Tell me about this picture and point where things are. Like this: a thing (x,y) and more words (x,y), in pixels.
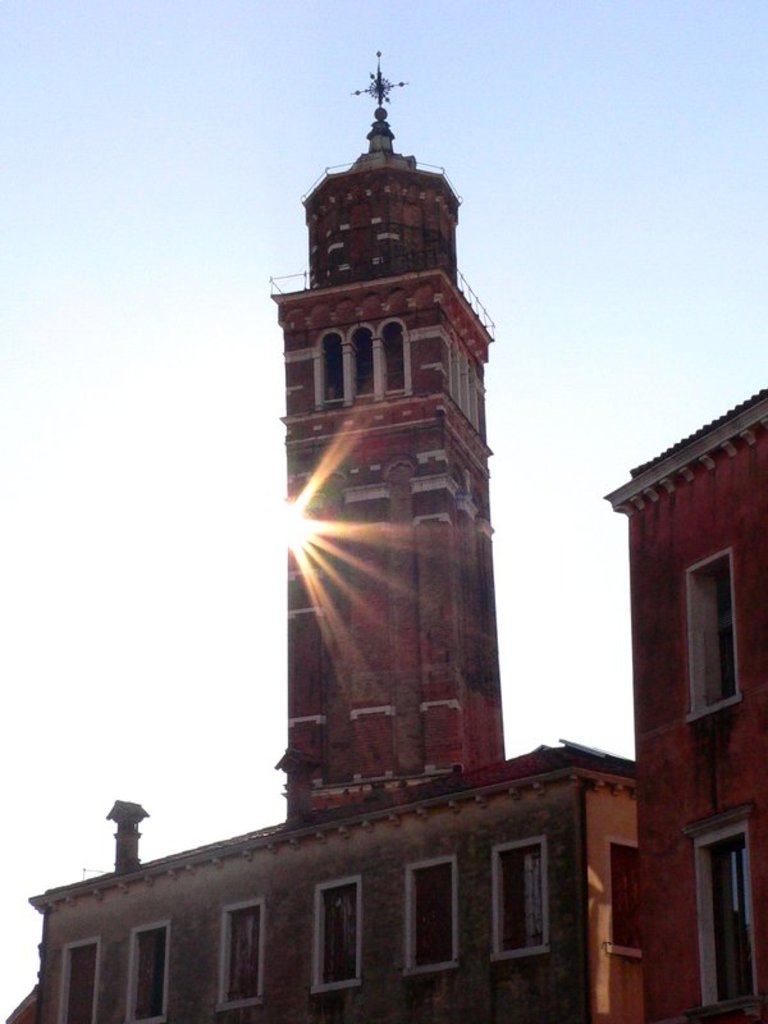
In this image there are buildings (488,774). In the background of the image (13,492) there is a sun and sky (146,311).
